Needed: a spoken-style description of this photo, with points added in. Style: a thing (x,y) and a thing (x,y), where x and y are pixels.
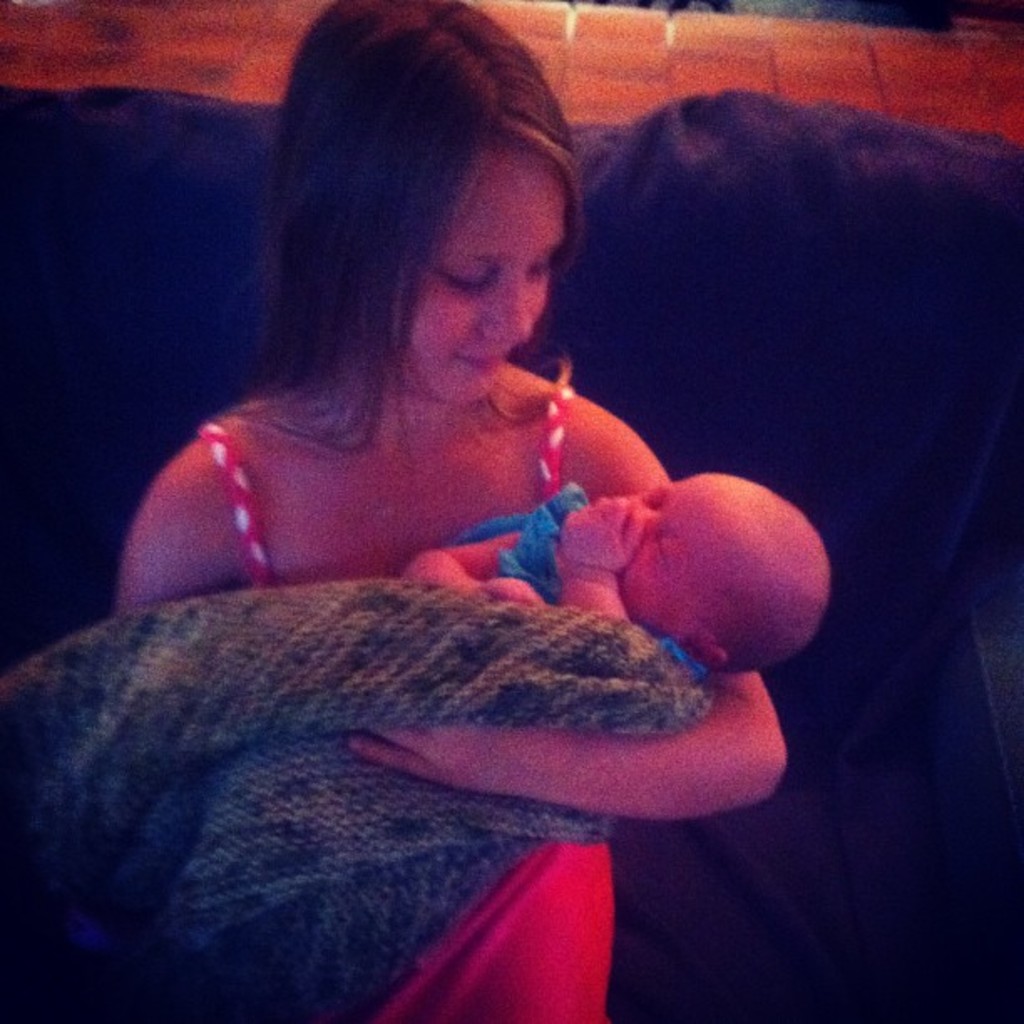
In this image we can see a woman (551,872) holding a baby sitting on a couch (608,357).
